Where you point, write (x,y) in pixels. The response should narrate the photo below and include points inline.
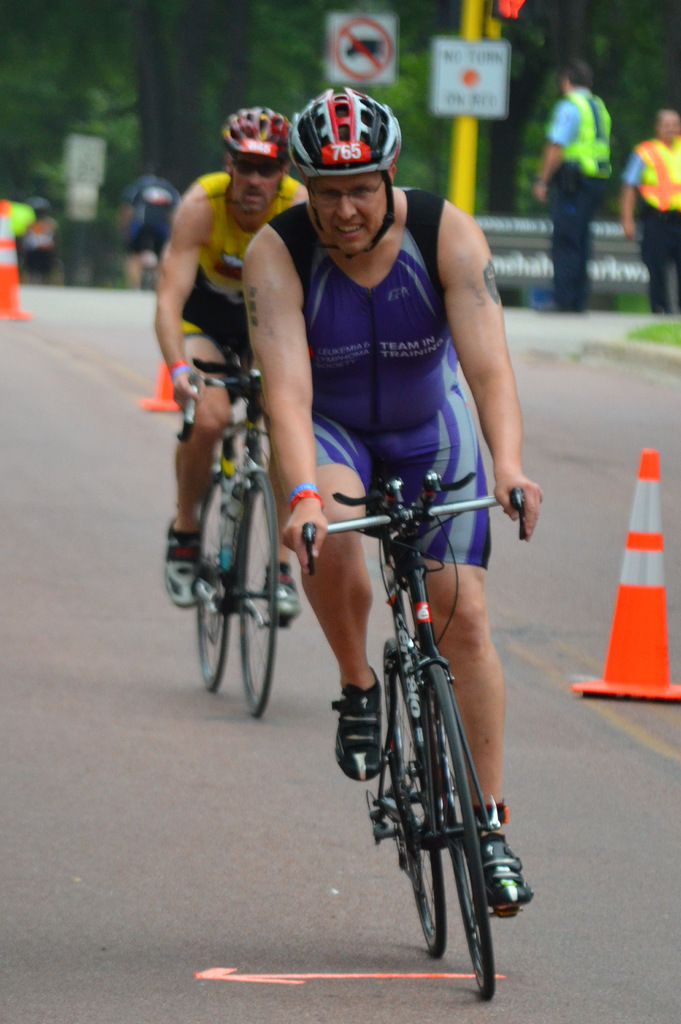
As we can see in the image there are trees (297,101) and two people (325,450) riding bicycles (371,805).
